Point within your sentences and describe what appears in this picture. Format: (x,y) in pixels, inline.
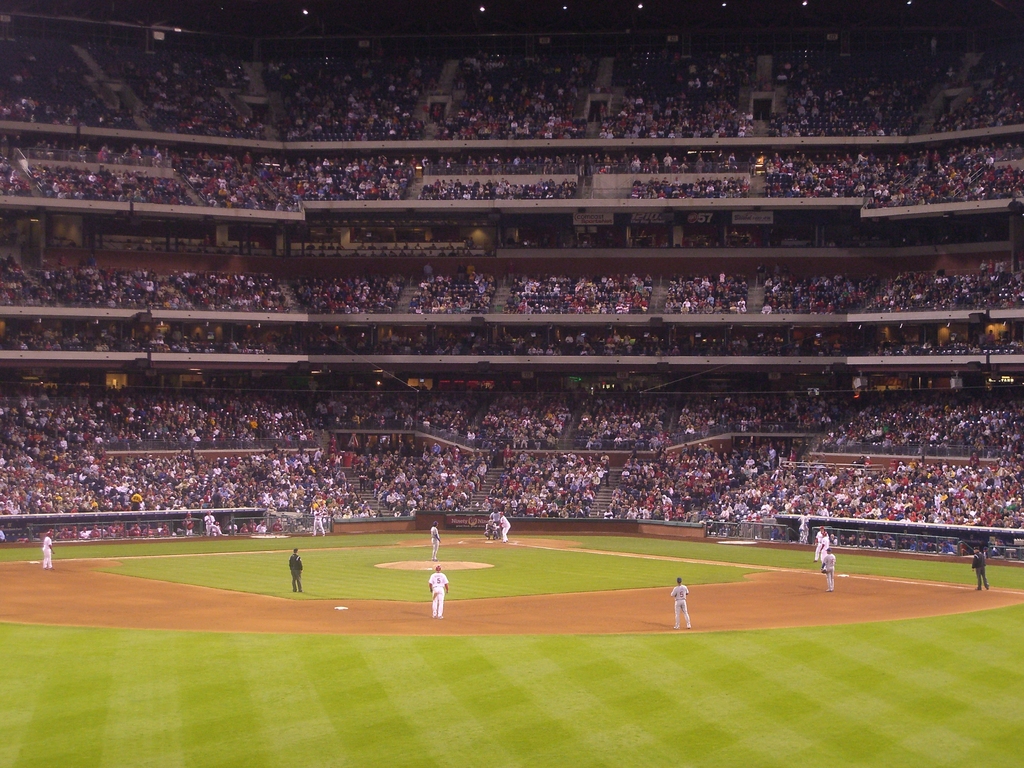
In this image few persons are standing on the ground (479,656) and playing the game. Behind few persons (83,484) are sitting on the chairs (570,464). There are few stairs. Top of image (362,111) there are few persons (104,290) sitting and watching the game.
